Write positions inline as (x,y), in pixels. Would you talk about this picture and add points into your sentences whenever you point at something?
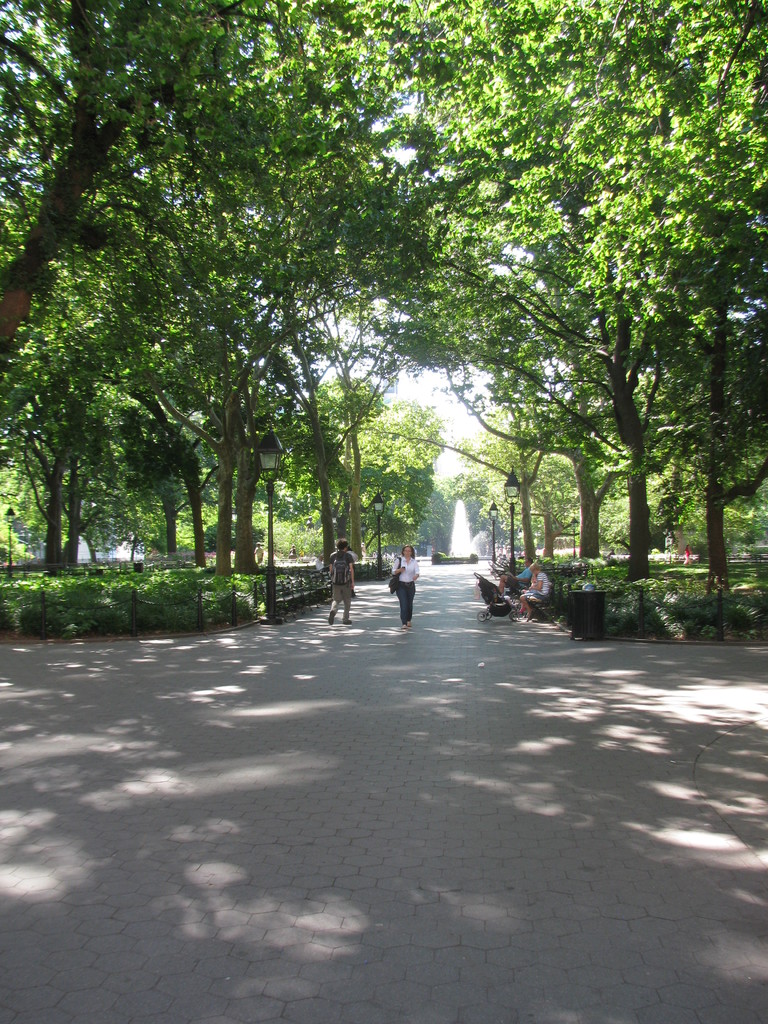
The picture is taken in a park (409,890). In the foreground of the picture (49,967) it is pavement (357,762). In the center of the background (452,496) there are people (400,584), benches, fountain (456,517) and trees (443,523). On the right (631,377) there are trees (644,334). On the left (180,408) there are trees (207,440). It is sunny.
